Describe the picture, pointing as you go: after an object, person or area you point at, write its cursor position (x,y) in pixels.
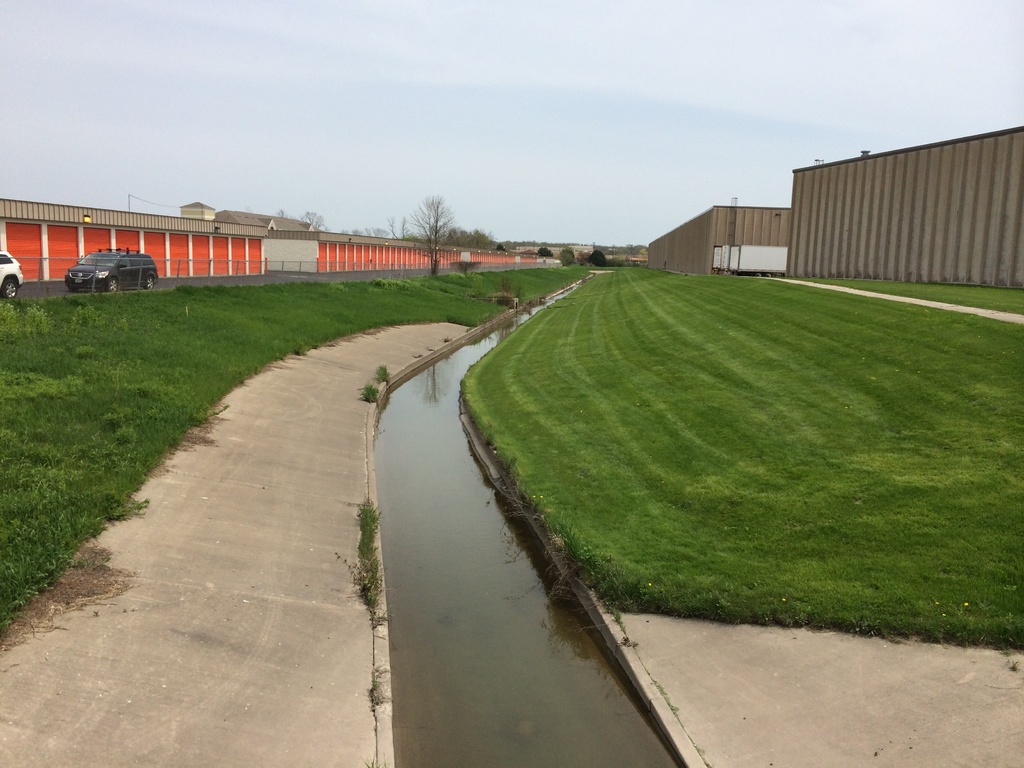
In this image I can see few vehicles (137,272), trees (435,252), fencing (441,271), containers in orange and brown color. The sky (484,144) is in white and blue color.
